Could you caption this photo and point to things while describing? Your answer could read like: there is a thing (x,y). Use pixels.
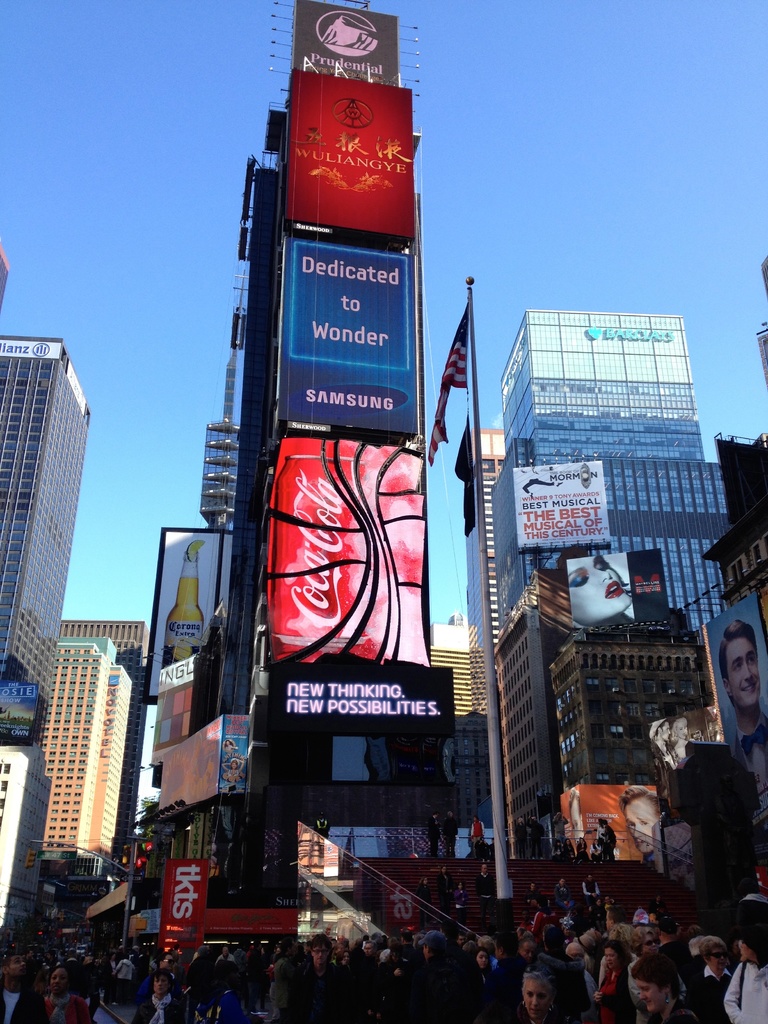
In this image there is the sky (132,232) towards the top of the image (149,210), there are buildings (55,504), there are boards (326,537), there is text (358,331) on the boards (302,521), there is a pole (478,453), there is a flag (440,429), there are group of persons (363,973) in the bottom of the image (271,970).
